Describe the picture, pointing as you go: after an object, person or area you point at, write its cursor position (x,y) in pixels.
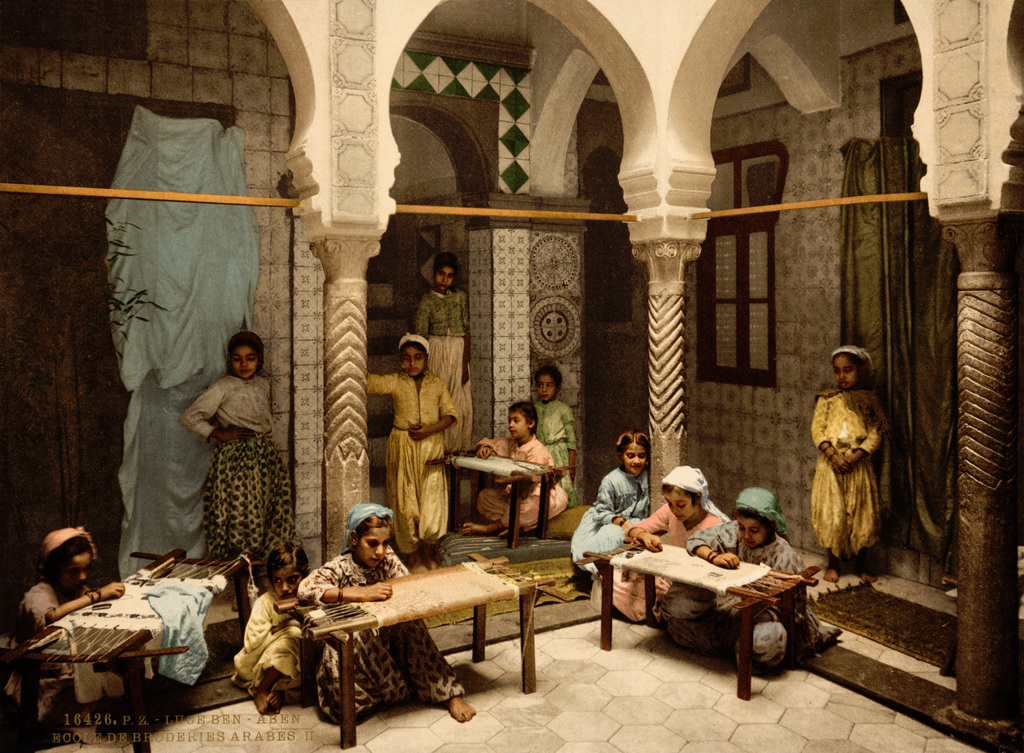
In this image we can see many children (377,509). Some are standing and some are sitting. Some are wearing caps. And there are wooden stand (243,576) with clothes (714,570). Also there are pillars (964,393), walls (479,349), steps (370,326), windows (773,248) and curtains (877,261). In the left bottom corner (167,727) something is written.
